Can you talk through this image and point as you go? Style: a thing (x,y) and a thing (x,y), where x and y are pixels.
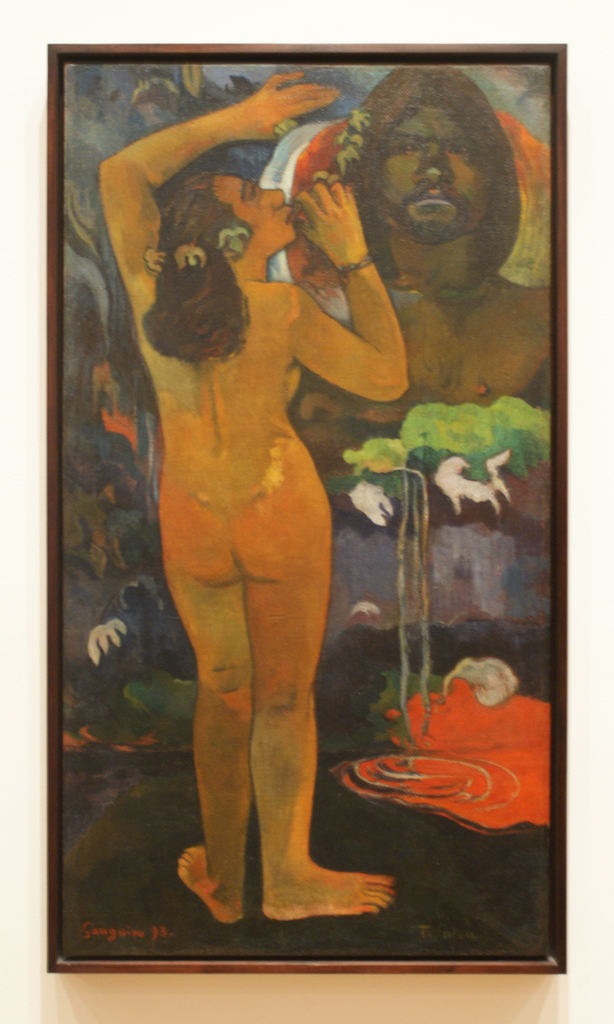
In the picture I can see a painting (341,362) for two persons (395,382) and there is a tree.
